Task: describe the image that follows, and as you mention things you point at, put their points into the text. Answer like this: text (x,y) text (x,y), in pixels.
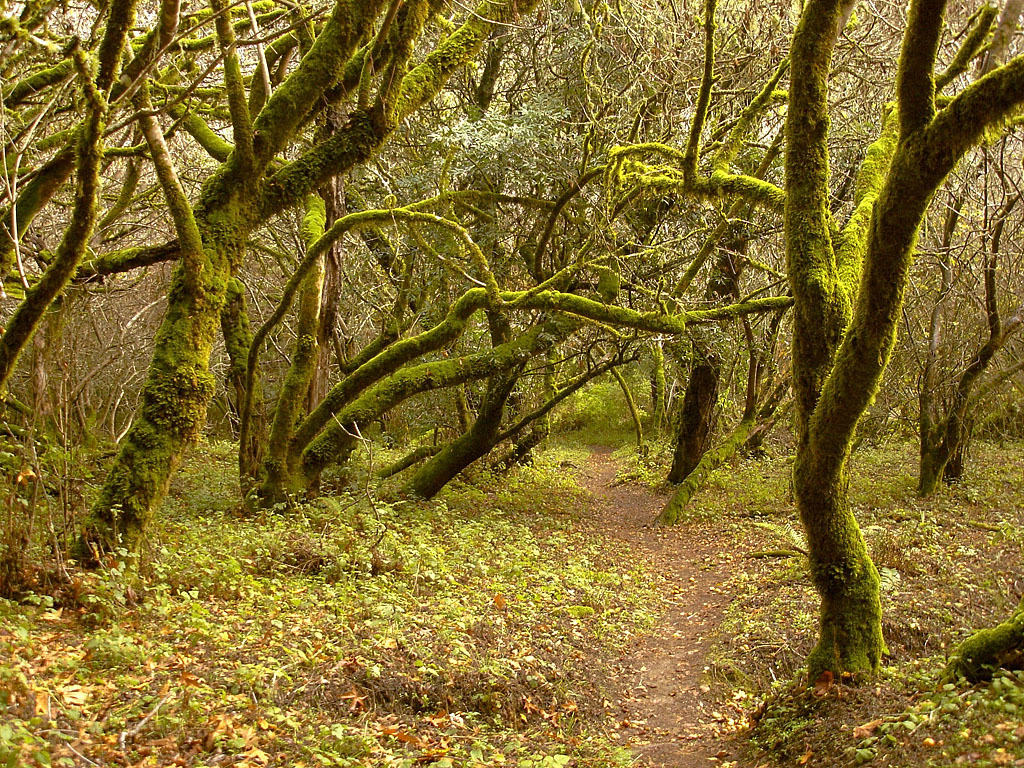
In this image we can see some trees (123,498) and its branches (259,433), plants (426,562), bark (683,494) of a tree (710,361) and a pathway (659,654).
